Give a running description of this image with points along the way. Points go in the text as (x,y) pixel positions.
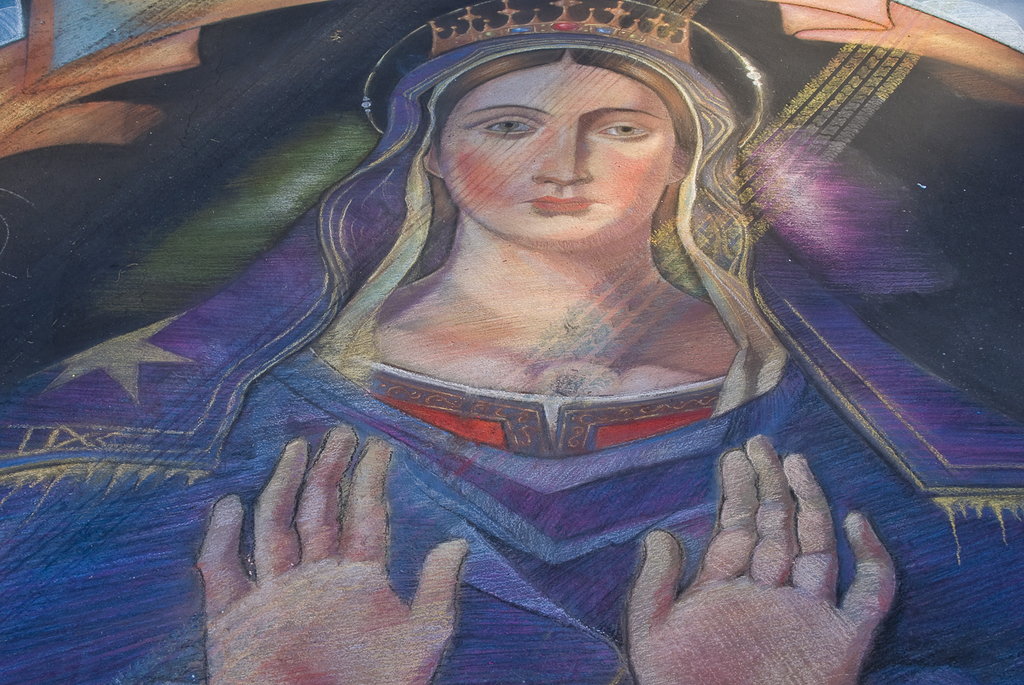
In this picture we can see the painting (129,366) of a woman (383,403).
